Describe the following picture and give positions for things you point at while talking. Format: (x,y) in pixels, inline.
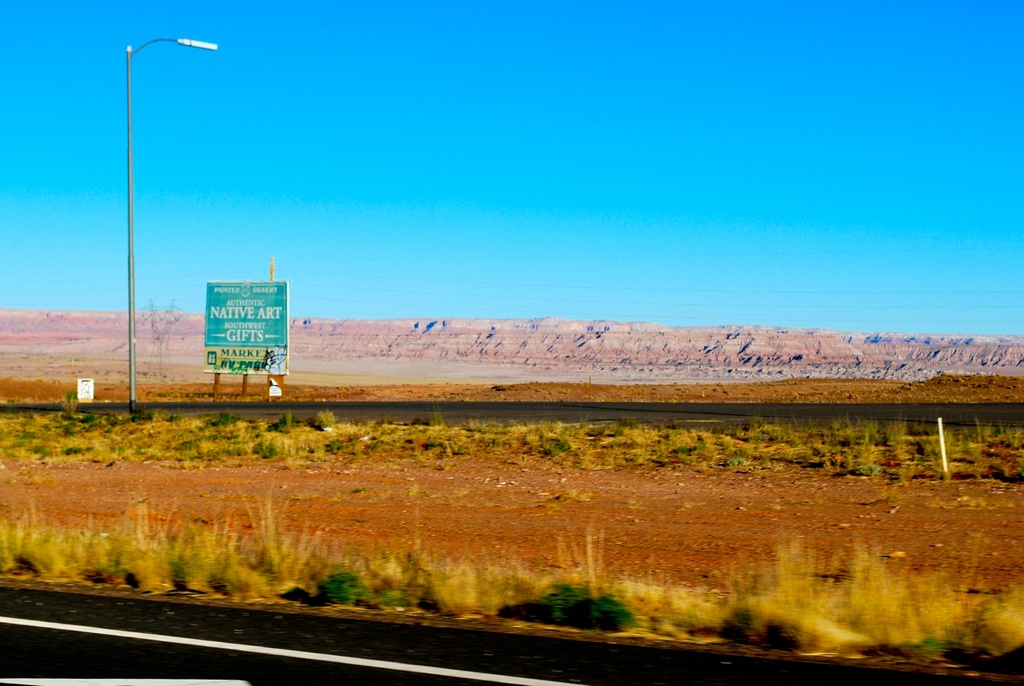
In this image in the center (391,453) there is dry grass (428,590) and there are plants (350,586). In the background (230,335) there is a board (259,339) with some text (248,338) written on it, there is a pole (133,275) and there is land (453,358).
